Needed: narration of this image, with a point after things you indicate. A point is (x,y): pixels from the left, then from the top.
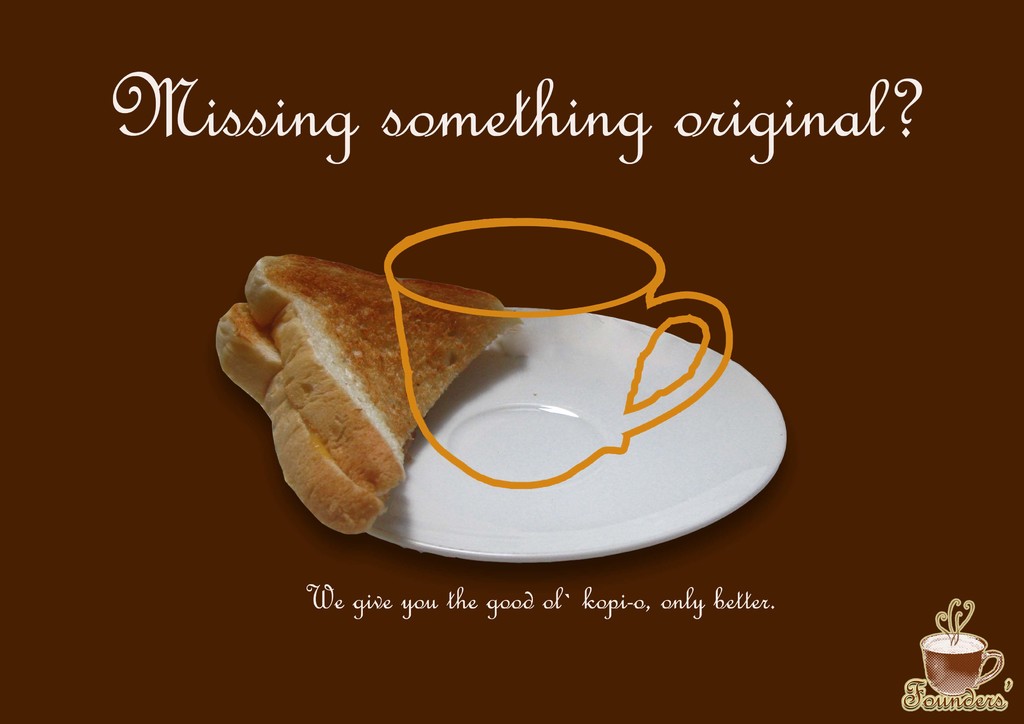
In this image we can see a poster (348,352), on the poster (447,464), we can see a saucer (430,498) with some food (354,415), and also we can see the text (166,128).
